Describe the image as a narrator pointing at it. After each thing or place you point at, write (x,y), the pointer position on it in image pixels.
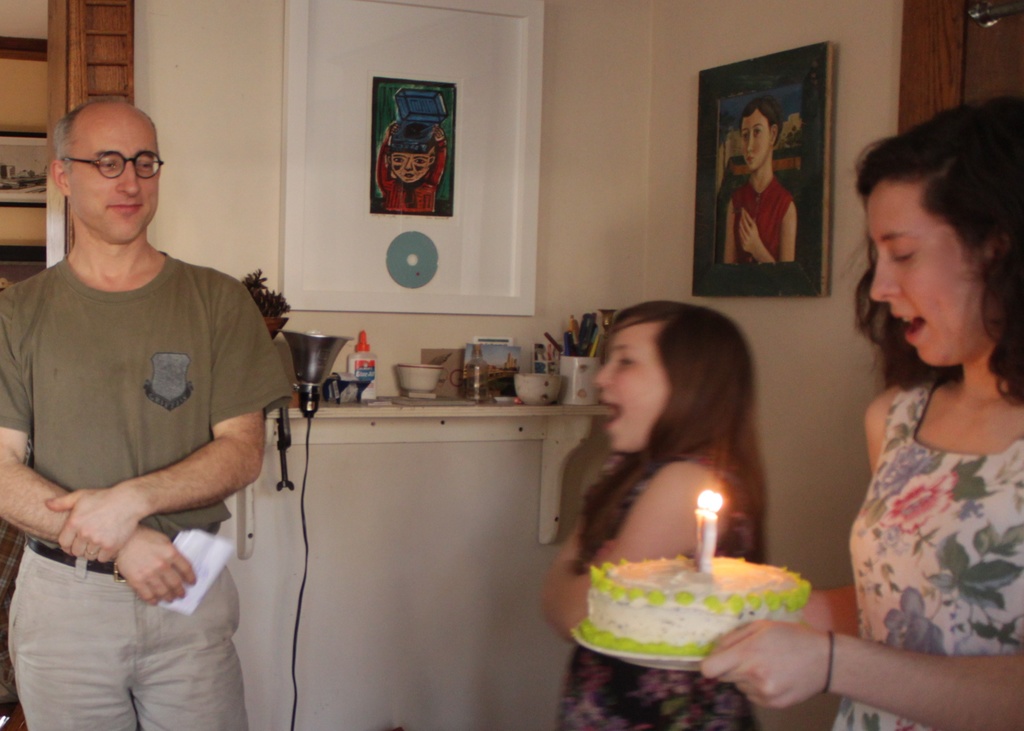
In the image there is a woman (877,513) holding a cake (673,595), behind her there is a girl (621,464) and on the left side (94,404) there is a man (242,419) and behind the man (253,394) there is a shelf (332,408) on the shelf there are some objects (308,372), in the background (572,205) there is a wall (588,196) and there are some frames (527,213) attached to the wall (201,209).
